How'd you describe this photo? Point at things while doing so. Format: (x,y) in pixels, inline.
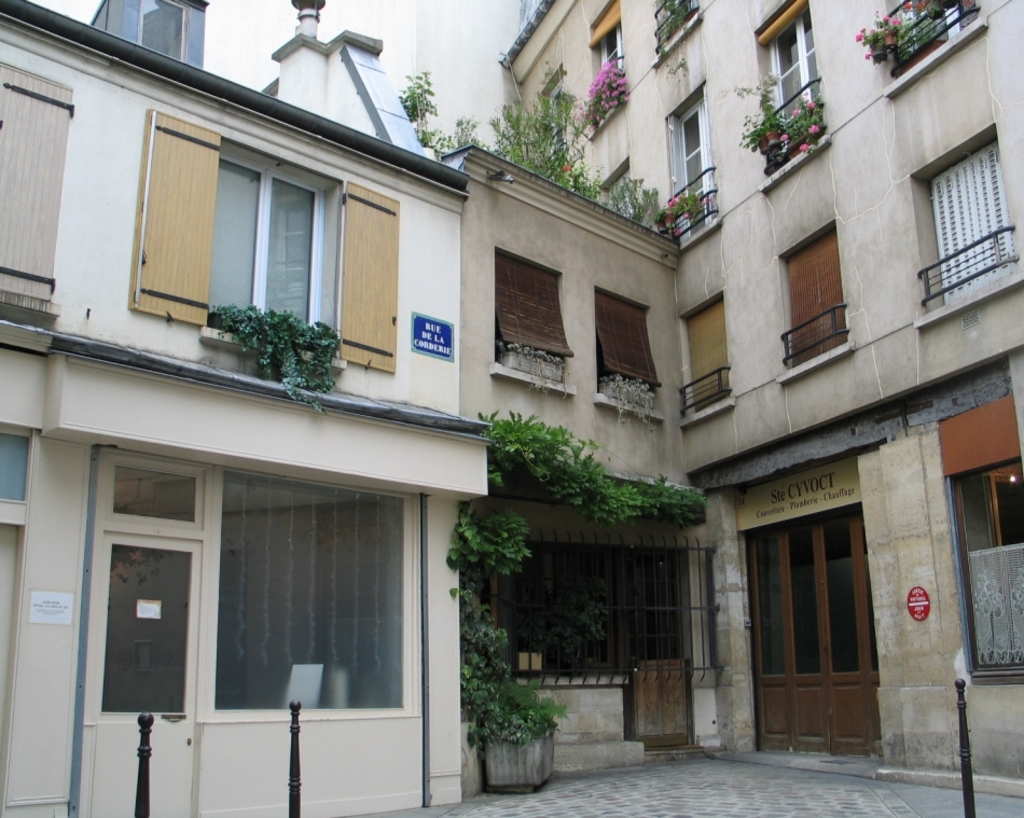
In the picture we can see two buildings (38,629) which are connected to each other with windows (18,446), doors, and some plants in the building (898,562) and near to the building (64,486) we can see some poles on the path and in the background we can see a sky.
